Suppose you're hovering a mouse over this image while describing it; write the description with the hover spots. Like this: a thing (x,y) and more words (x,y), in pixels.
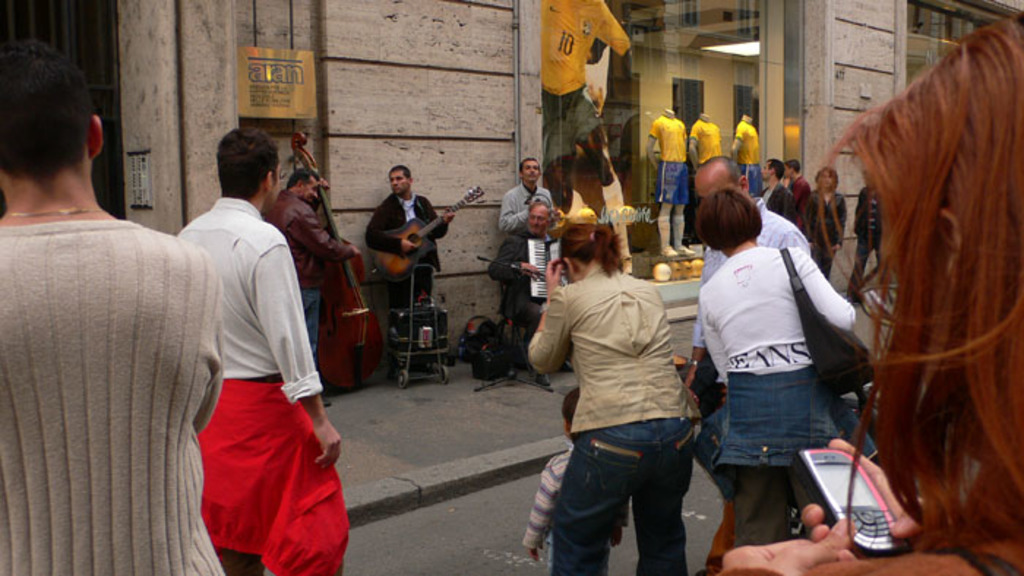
In this image we can see a group of people (319,223) playing/holding musical instruments (319,188). And we can see the audience (579,509). And we can see the glass window (795,44). And we can see the road (477,510) and the wall (132,135).
